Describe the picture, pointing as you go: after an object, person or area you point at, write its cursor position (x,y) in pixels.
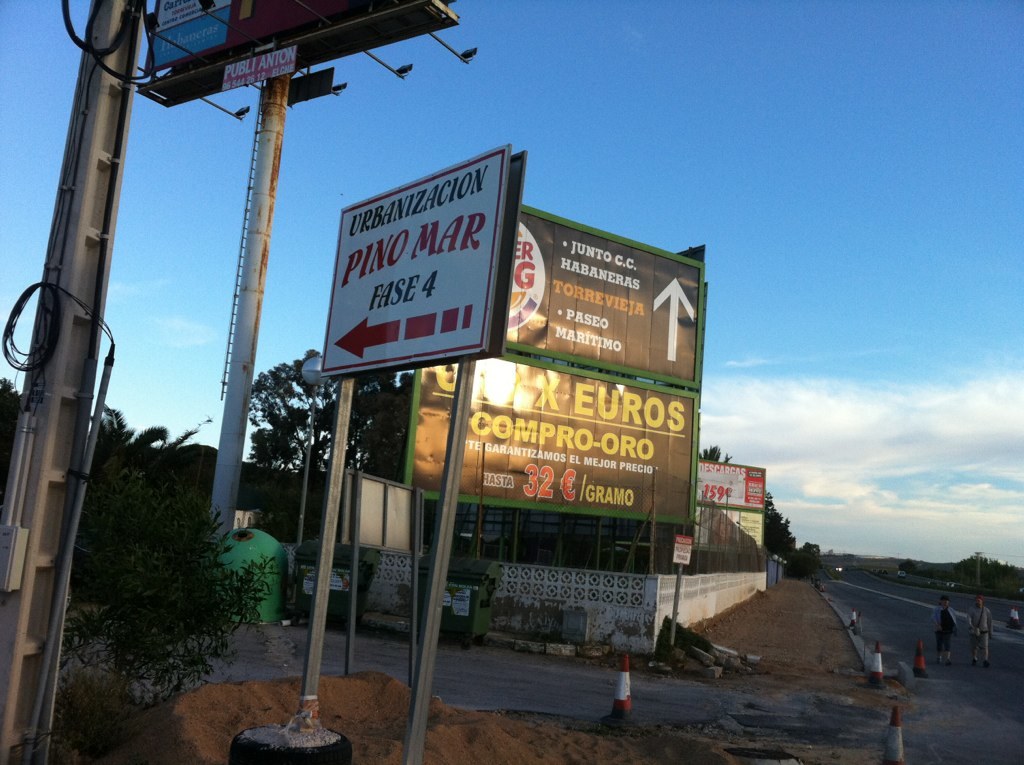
In this image I can see the road (942,705). On the road (955,693) I can see two people (980,646) and the traffic cones (890,713). To the side of the road (935,722) I can see many boards (605,433), poles (409,757), railing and the sand (366,749). In the background (708,417) I can see the clouds (708,417) and the sky (670,202).
